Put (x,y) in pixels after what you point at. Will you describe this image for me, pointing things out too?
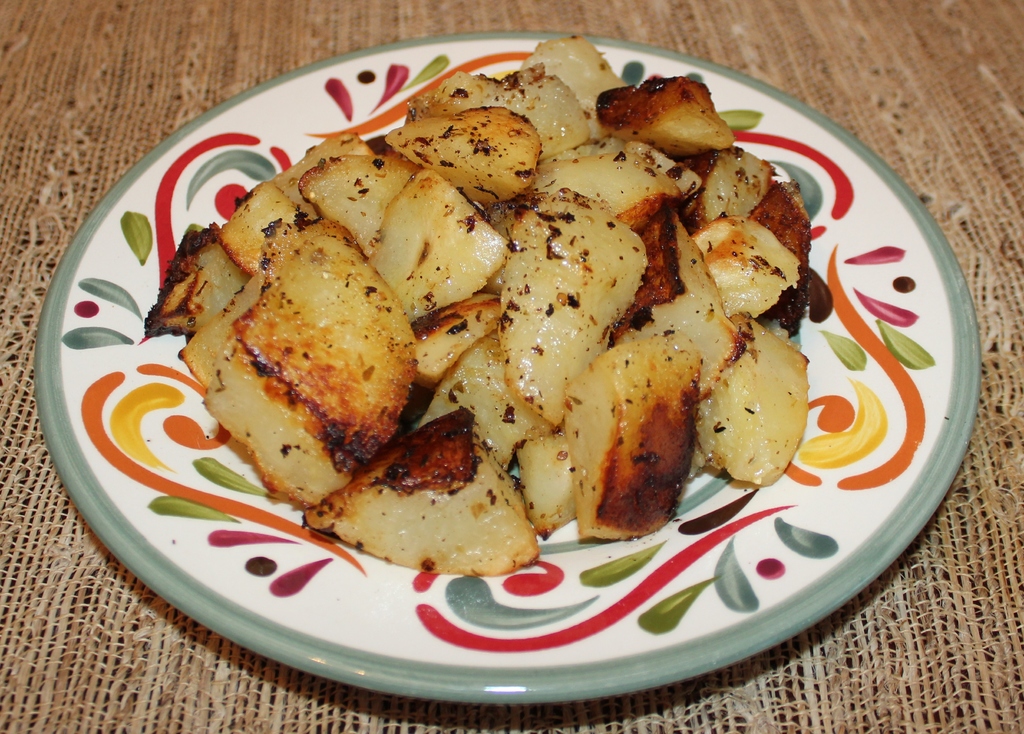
In this picture we can observe some food pieces (457,253) in the plate (297,549). The plate (180,453) is in white color and there is a design (697,531) on the plate (155,393). The plate (123,257) is placed on the table (118,89) with a cream color table cover (512,31) on it.
